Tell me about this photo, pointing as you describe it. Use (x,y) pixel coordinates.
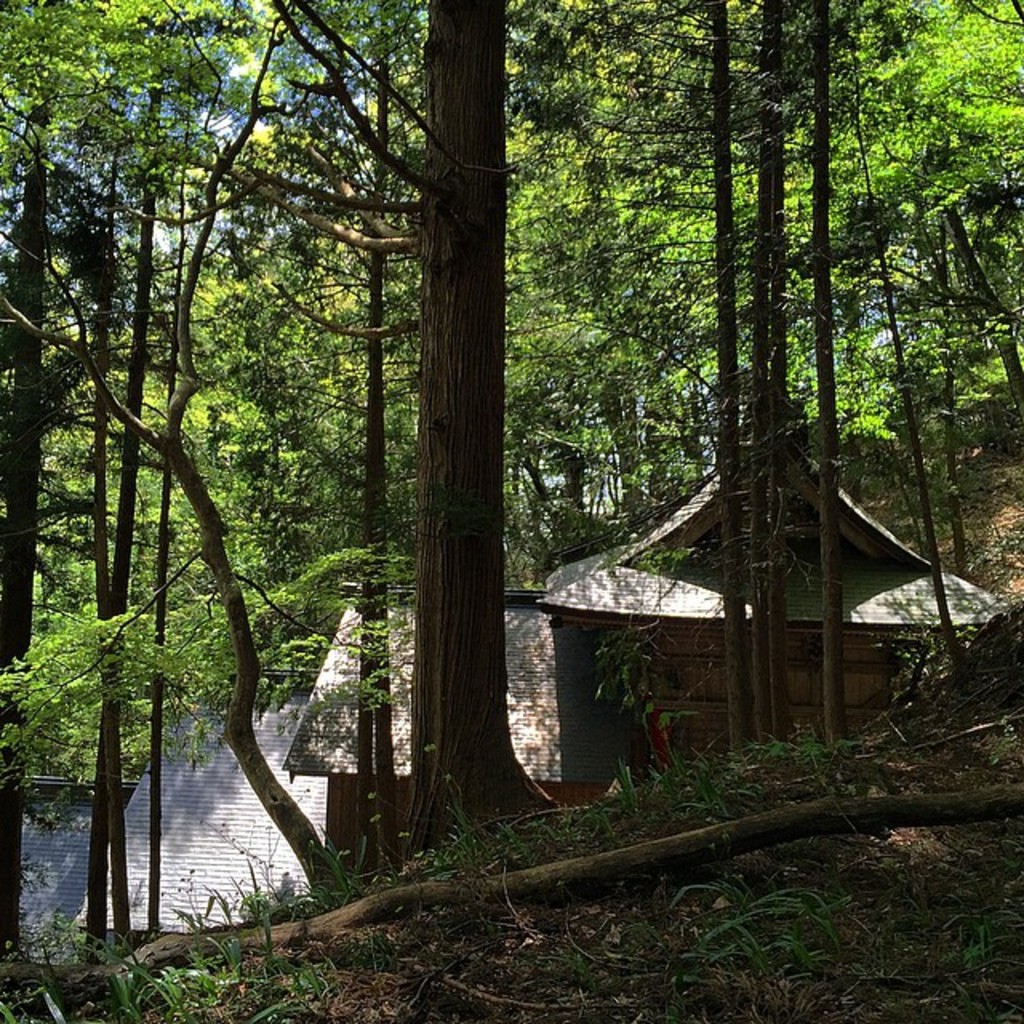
In this picture I can observe some trees (314,218). In the middle of the picture (577,644) it is looking like a house (558,681). In the background (223,123) there is sky (223,123).
